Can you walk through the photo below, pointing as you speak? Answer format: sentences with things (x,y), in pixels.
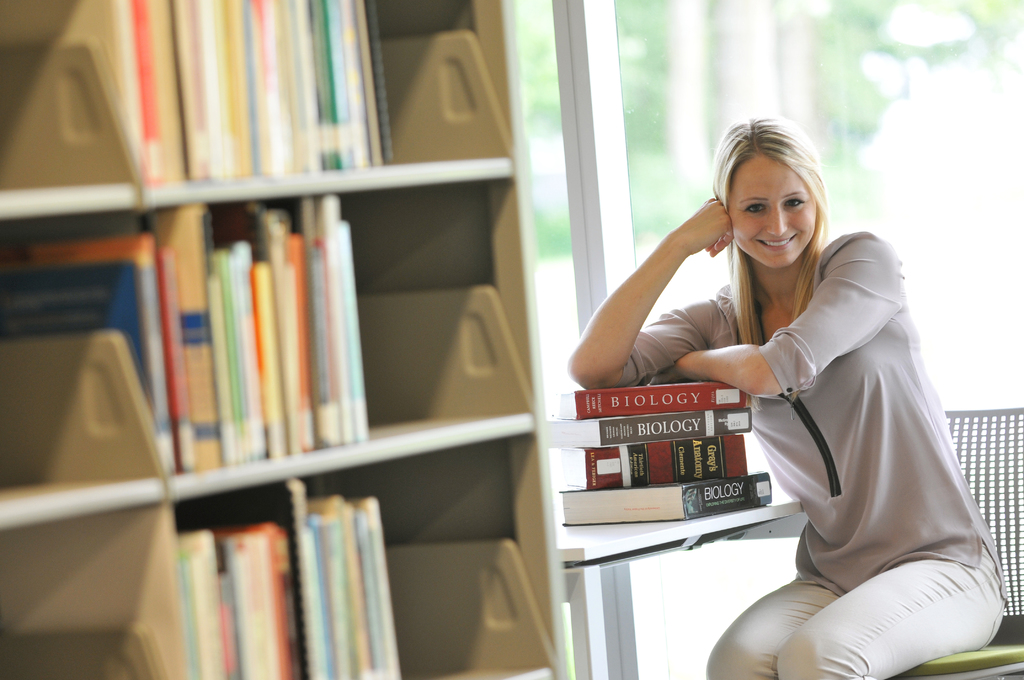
In this picture a lady (859,627) is sitting beside the table (743,516) with biology books (692,464) on top of it, to the left side of the picture (250,437) there is a wooden shelf (389,172) in which books (275,584) are fitted. In the background (636,34) there is a glass door (678,28).
